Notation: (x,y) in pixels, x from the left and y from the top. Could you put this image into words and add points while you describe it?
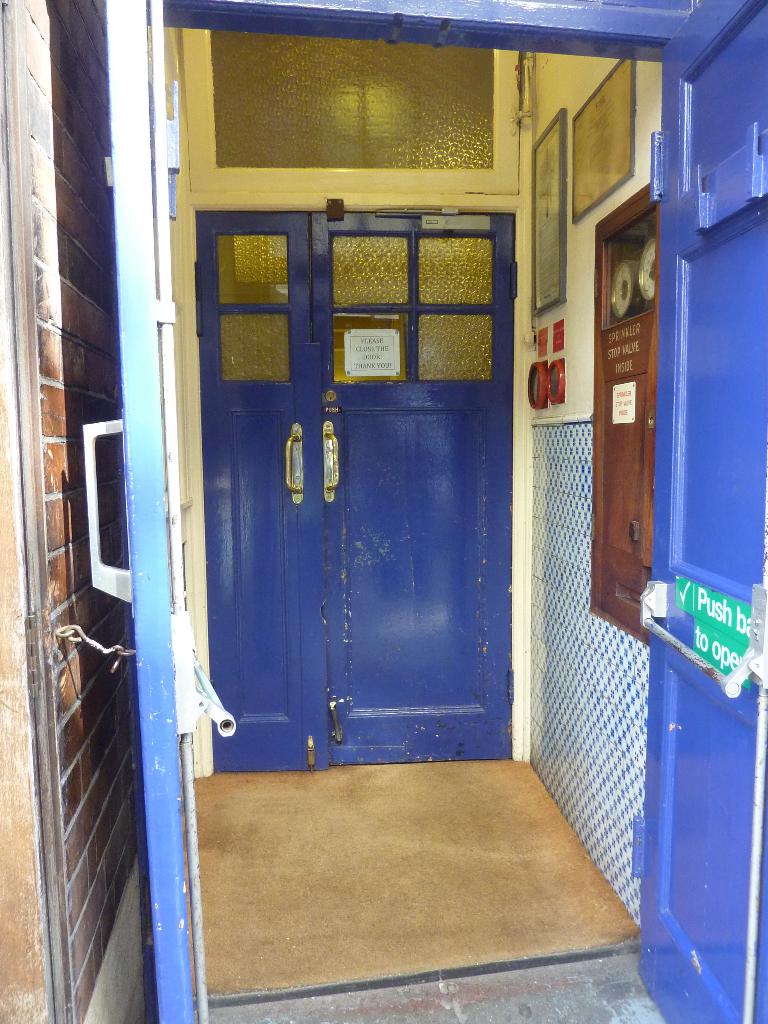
In this image I can see blue color doors (727,887) and wall (568,321). On the wall (571,290) I can see some objects (561,327).
